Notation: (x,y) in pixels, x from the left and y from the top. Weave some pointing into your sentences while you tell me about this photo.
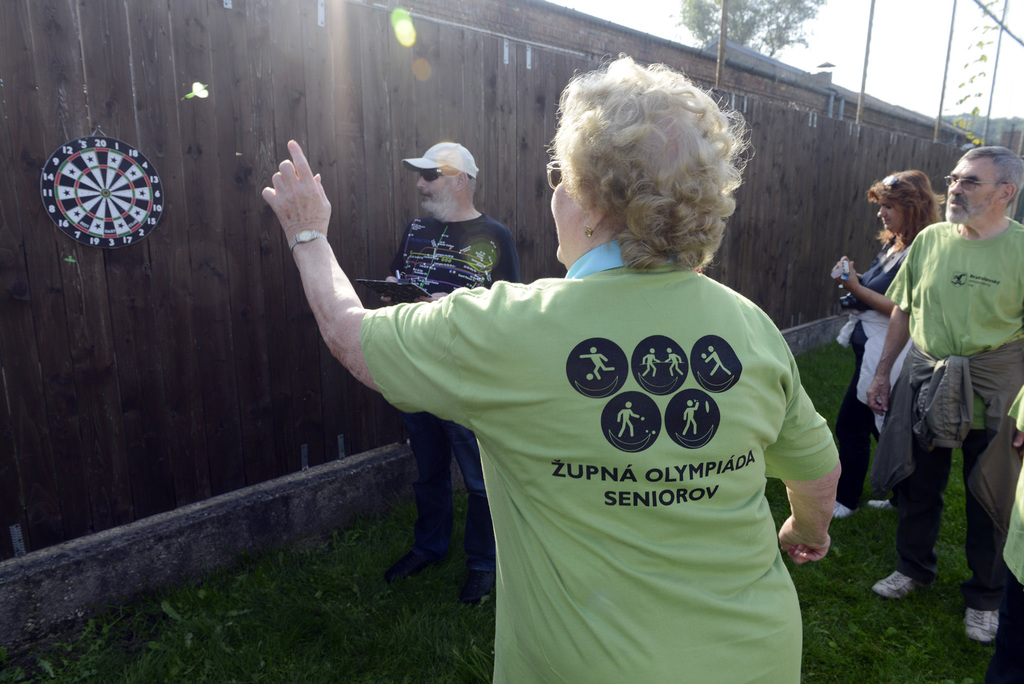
In this image there are people (641,615) standing in front of a wooden wall (502,100), to that wall (177,212) there is a board (109,160).
